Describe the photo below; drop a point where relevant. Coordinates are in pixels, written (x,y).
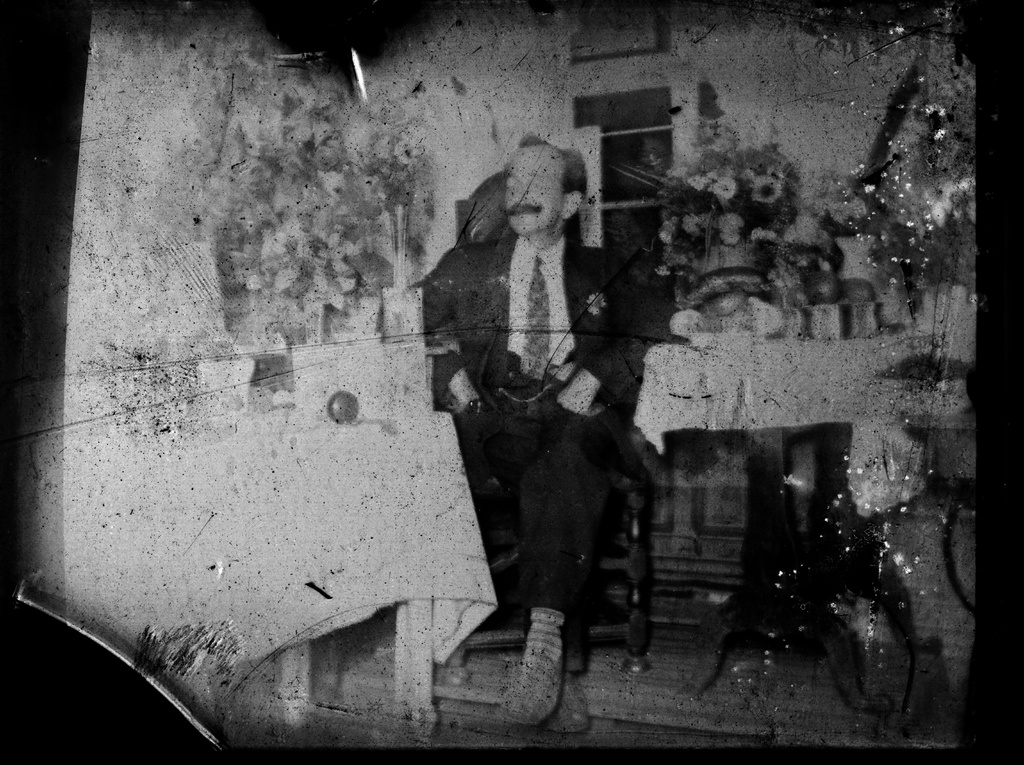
In this image I can see the photography of the person (465,426) wearing the blazer (486,299), shirt (518,292) and the tie (534,292). To the side of the person (507,290) I can see some objects (705,278) on the table (796,358). And this is a black and white photo.
